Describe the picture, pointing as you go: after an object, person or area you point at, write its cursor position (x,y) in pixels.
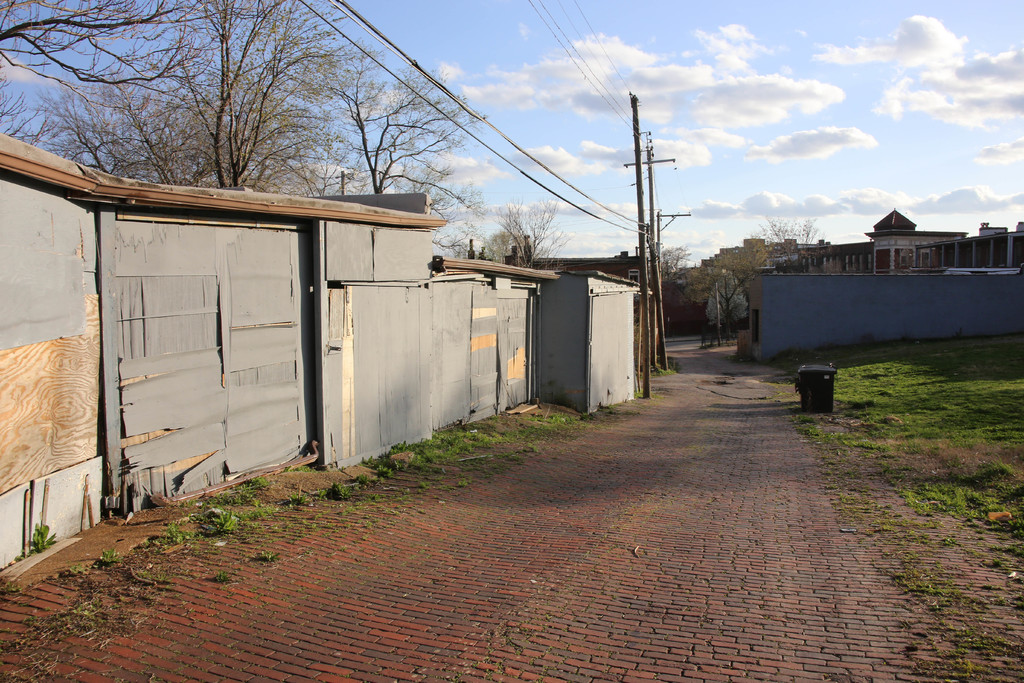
In this picture I can see the buildings (845,282) trees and electric poles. On the left (215,377) I can see the wooden partition (244,379) or shed (180,311). On the right (831,381) I can see the dustbin (834,367) near to the street walk (732,430). At the bottom (643,574) I can see the brick floor (684,576). On the bottom right corner (1020,519) I can see the grass (1018,337). At the top (729,58) I can see the sky (729,58) and clouds (681,68).
